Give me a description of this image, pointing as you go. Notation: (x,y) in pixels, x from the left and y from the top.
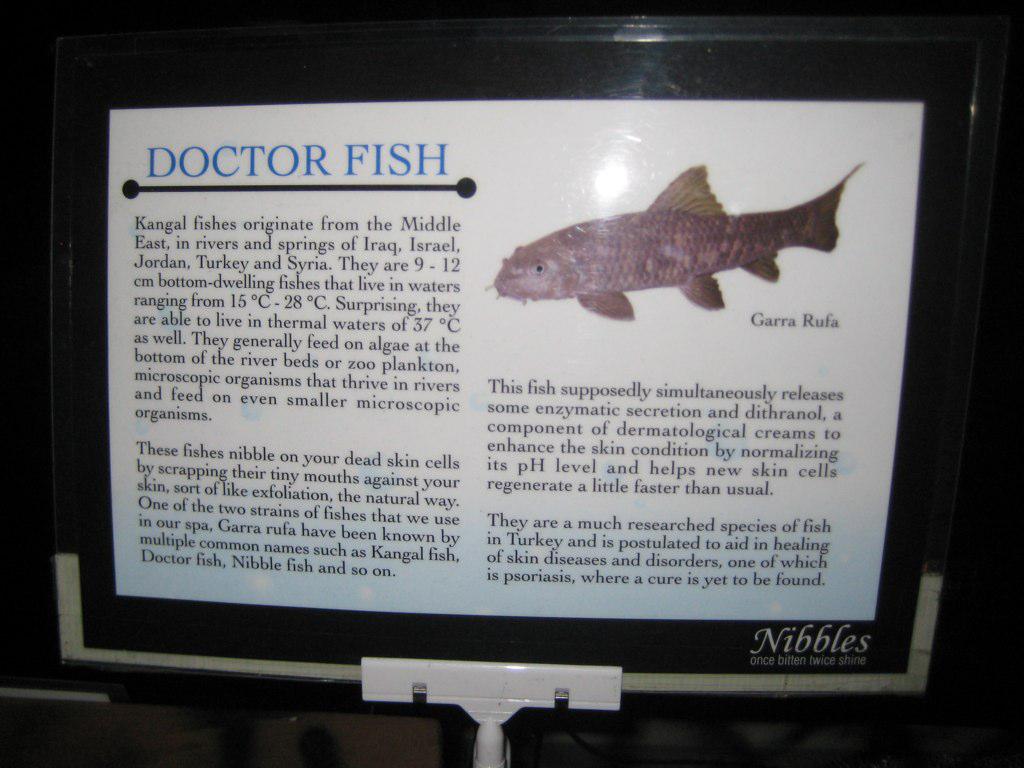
In this image we can see a board (445,349) on which we can see some text (352,404) and image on it.
